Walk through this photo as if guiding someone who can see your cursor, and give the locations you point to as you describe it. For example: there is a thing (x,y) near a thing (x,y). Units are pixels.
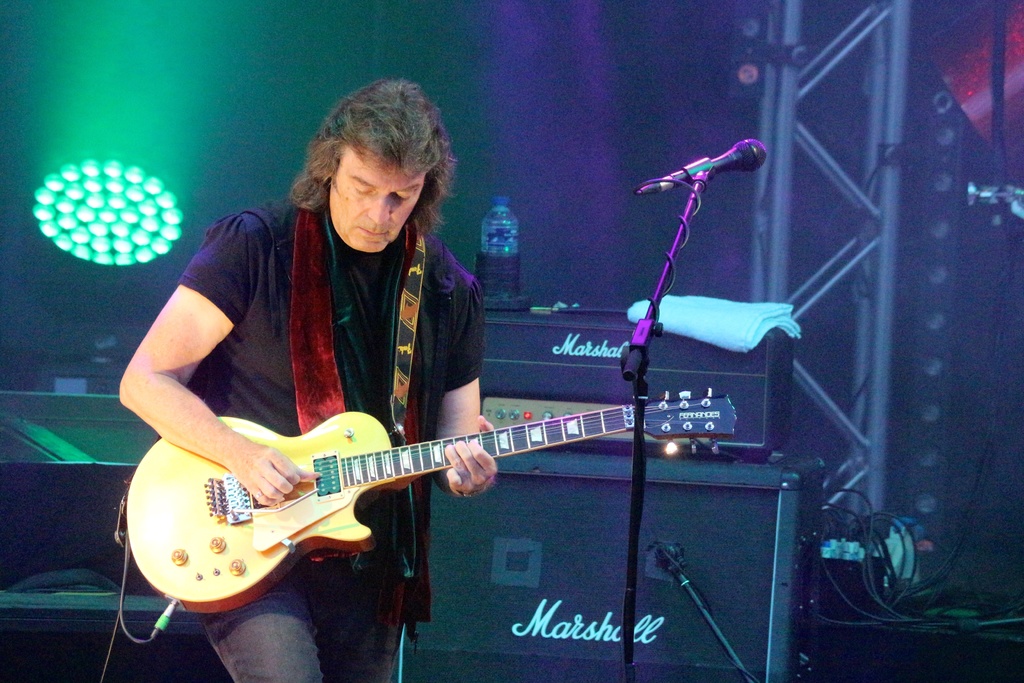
In this image I can see a man (299,328) wearing black color t-shirt (286,368), jeans (326,636), standing and playing the guitar (313,490) by looking at the downwards. In front of this man (360,316) there is a mike stand (693,208). In the background (499,523) there is a table (482,520) on which a musical instrument (505,405), bottle (493,215), a white color cloth (712,299) and some more objects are placed. On the right side (895,115), I can see a metal stand (880,145), some wires (894,531) and on the left side (132,226) there are some lights (128,200).
